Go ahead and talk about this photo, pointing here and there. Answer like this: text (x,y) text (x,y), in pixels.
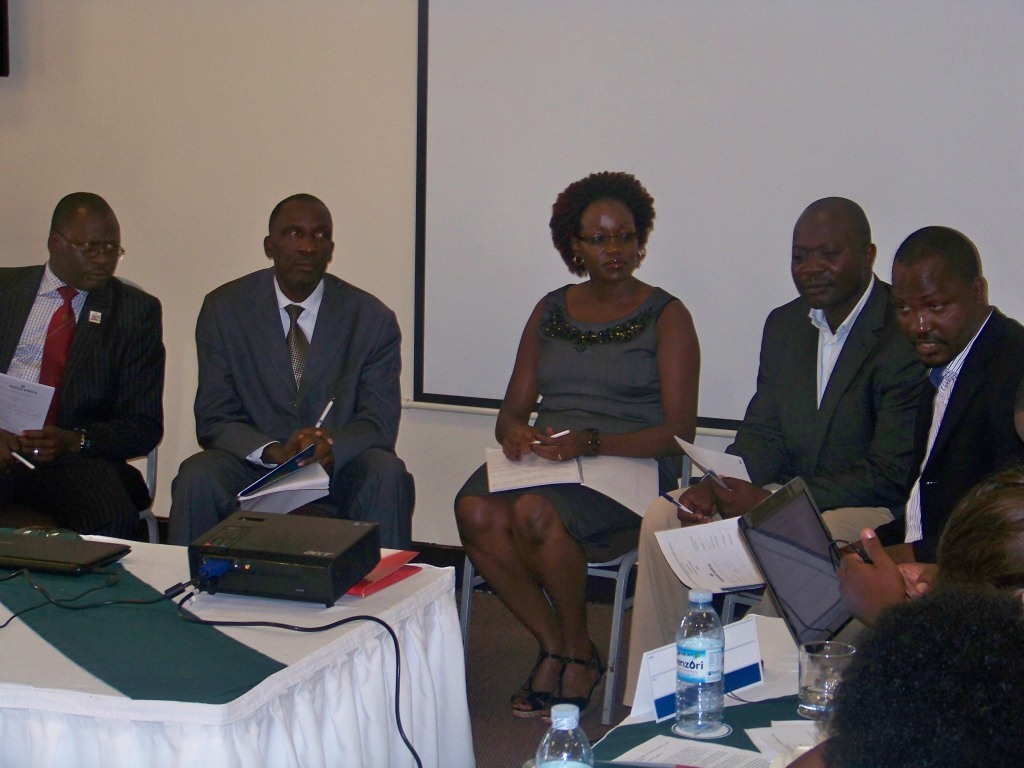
Group people (544,498) sitting on the chairs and holding books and pens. We can see laptops (789,495), projector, papers (797,741), glass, bottle (565,724) on the table (347,651). On the background (228,143) we can see wall (404,378), banner (471,351).
